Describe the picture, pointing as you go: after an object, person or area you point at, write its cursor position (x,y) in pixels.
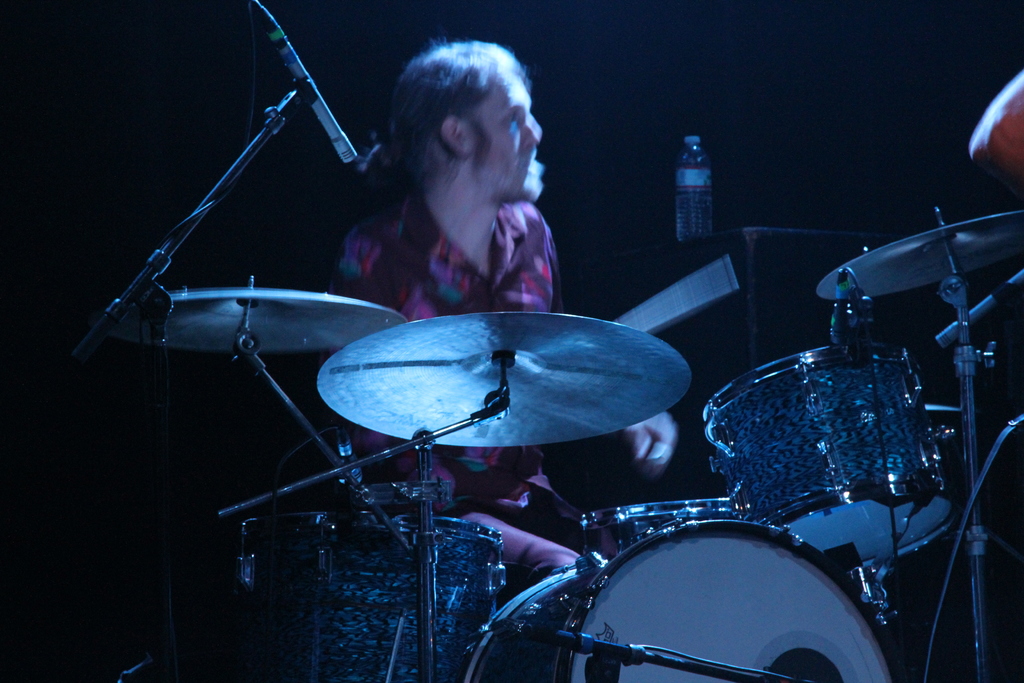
In this picture, there is a man (485,283) wearing a red shirt (442,282) and he is playing drums (767,549). Beside him, there is a bottle (710,227) and the background (730,173) is black.
